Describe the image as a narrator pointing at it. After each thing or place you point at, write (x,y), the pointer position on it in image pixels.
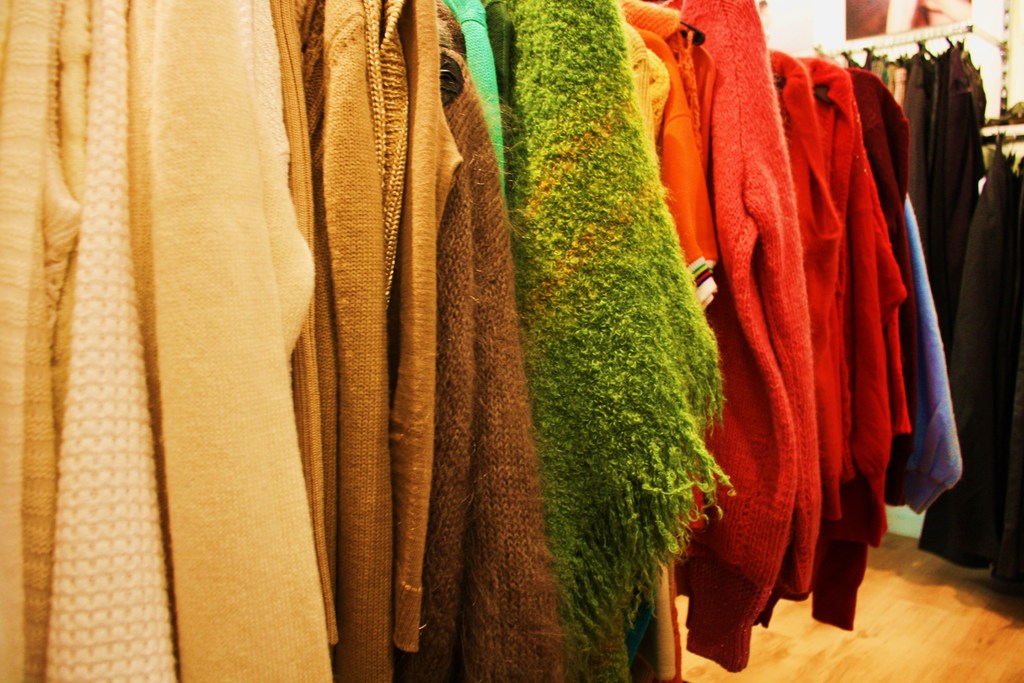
In this picture we can see the floor (884,609), clothes (777,283) and in the background (854,8) we can see a photo (854,8) on the wall (818,33).
